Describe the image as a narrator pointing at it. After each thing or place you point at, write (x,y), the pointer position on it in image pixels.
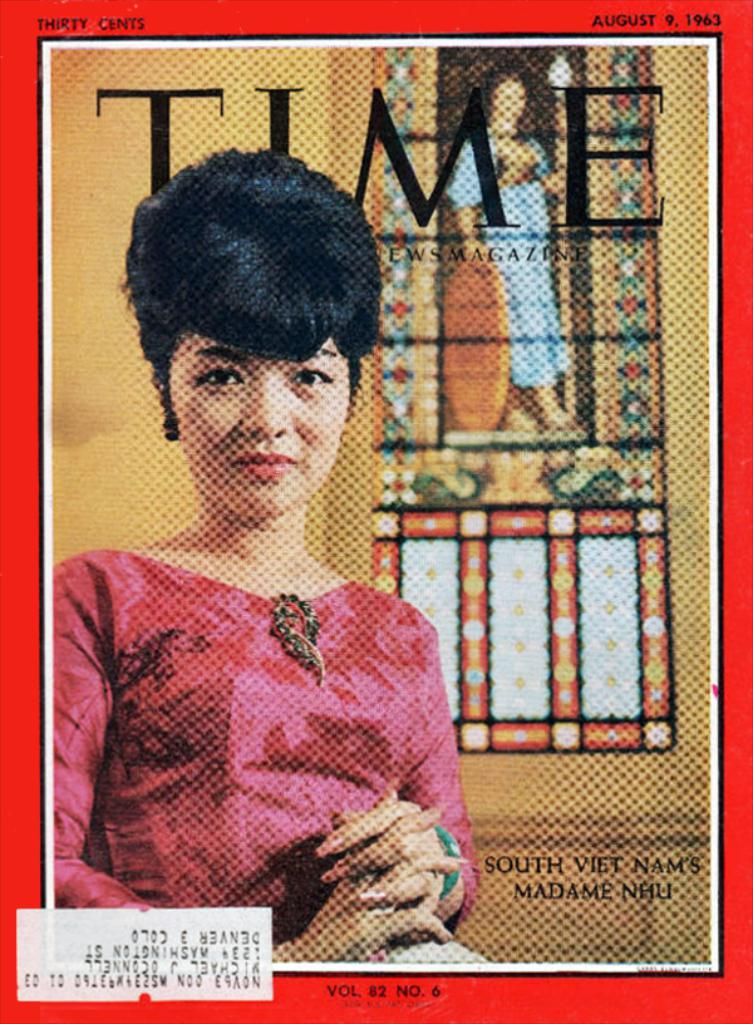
In this picture we can see a poster (582,983), on this poster (295,933) we can see people (86,898) and some text (607,893) on it.
